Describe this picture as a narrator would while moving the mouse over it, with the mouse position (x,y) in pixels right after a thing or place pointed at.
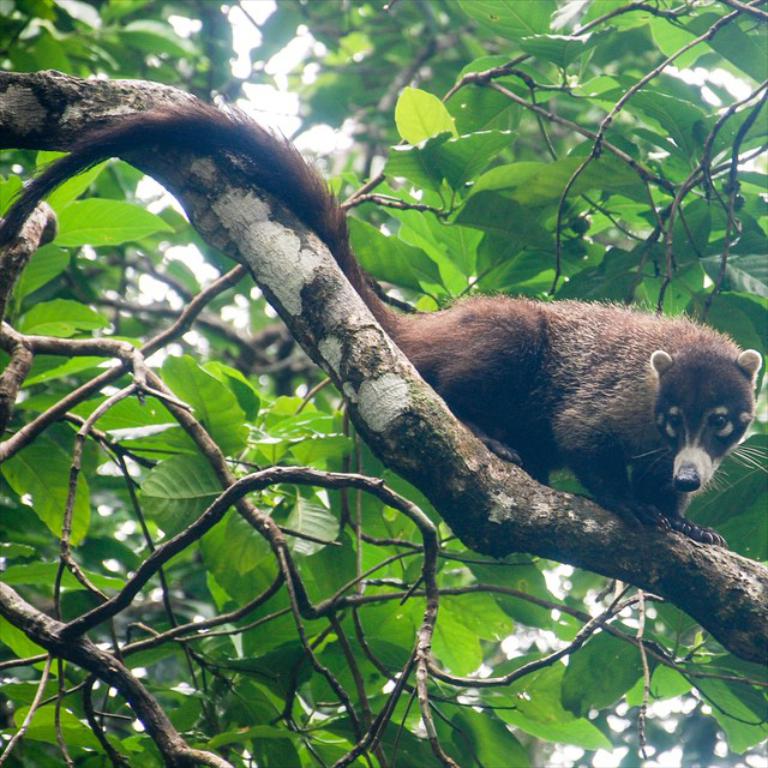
In this image we can see an animal (600,409) on the tree (426,184).
